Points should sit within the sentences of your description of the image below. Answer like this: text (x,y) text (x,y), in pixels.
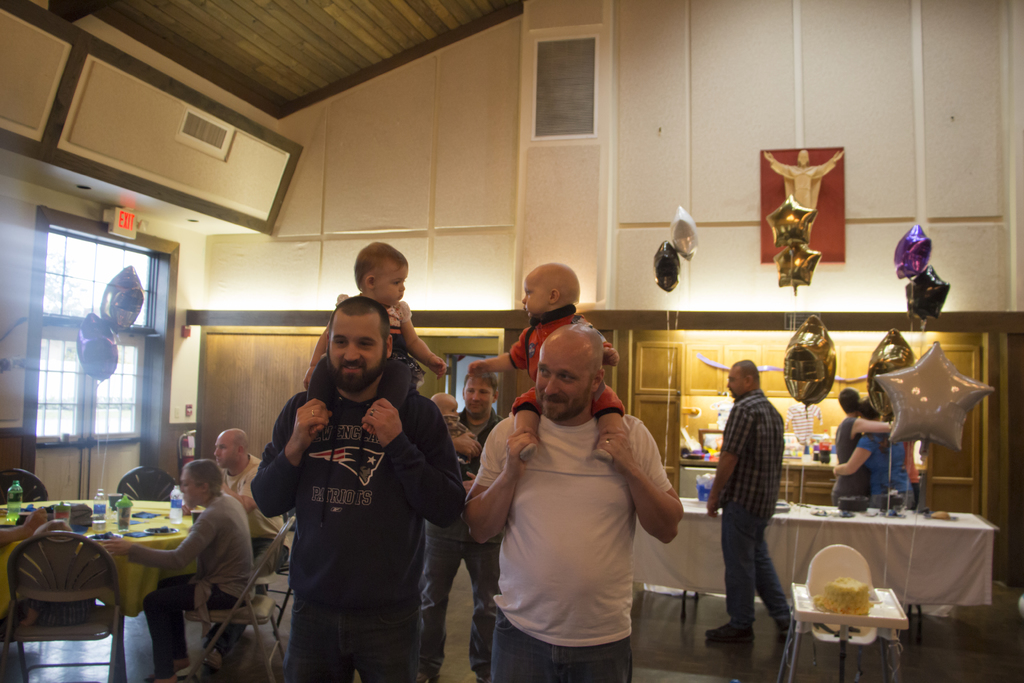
This picture shows two men (262,502) standing and holding babies (527,314) on their shoulders (507,425) and we see few people (245,529) seated on the chairs (95,626) and we see few bottles (178,509) on the table (172,538) and on the other side we see few people (770,600) standing and we see floating star balloons (909,237) and an exit board (111,232) on the left (136,228).
